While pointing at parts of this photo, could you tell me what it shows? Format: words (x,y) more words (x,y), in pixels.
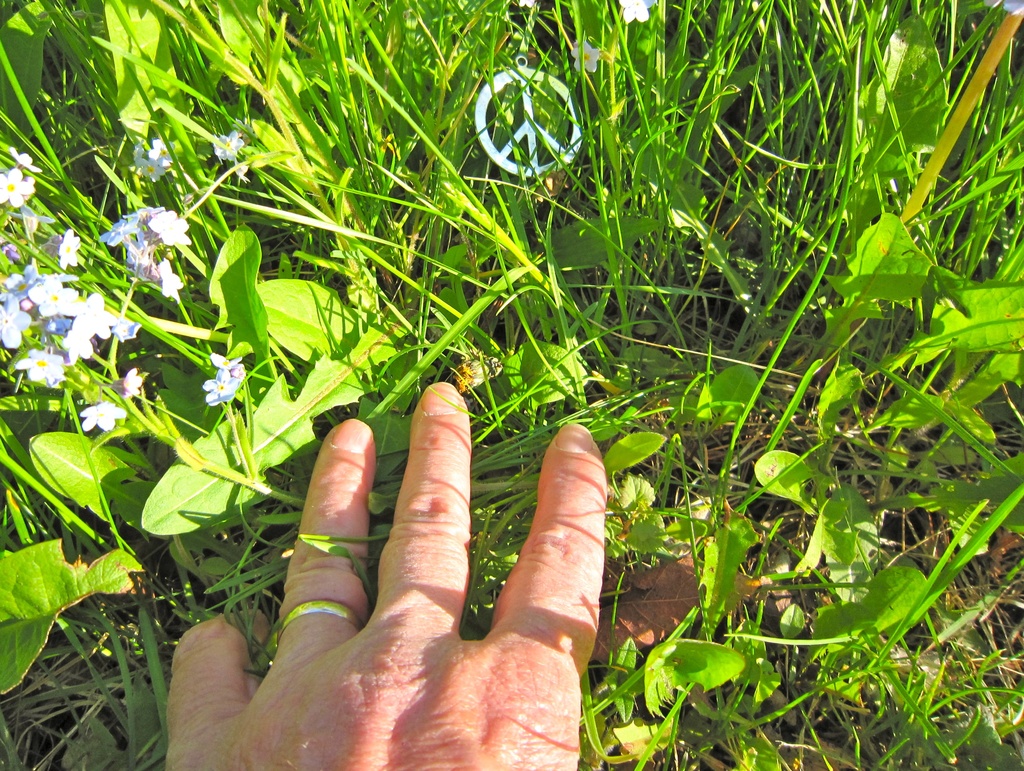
In the foreground of the image (543,667) we can see a hand (543,654) of a person (543,654). In the background (897,638), we can see flowers (75,280) on plants (233,347), grass (691,162) and a logo (505,149).
